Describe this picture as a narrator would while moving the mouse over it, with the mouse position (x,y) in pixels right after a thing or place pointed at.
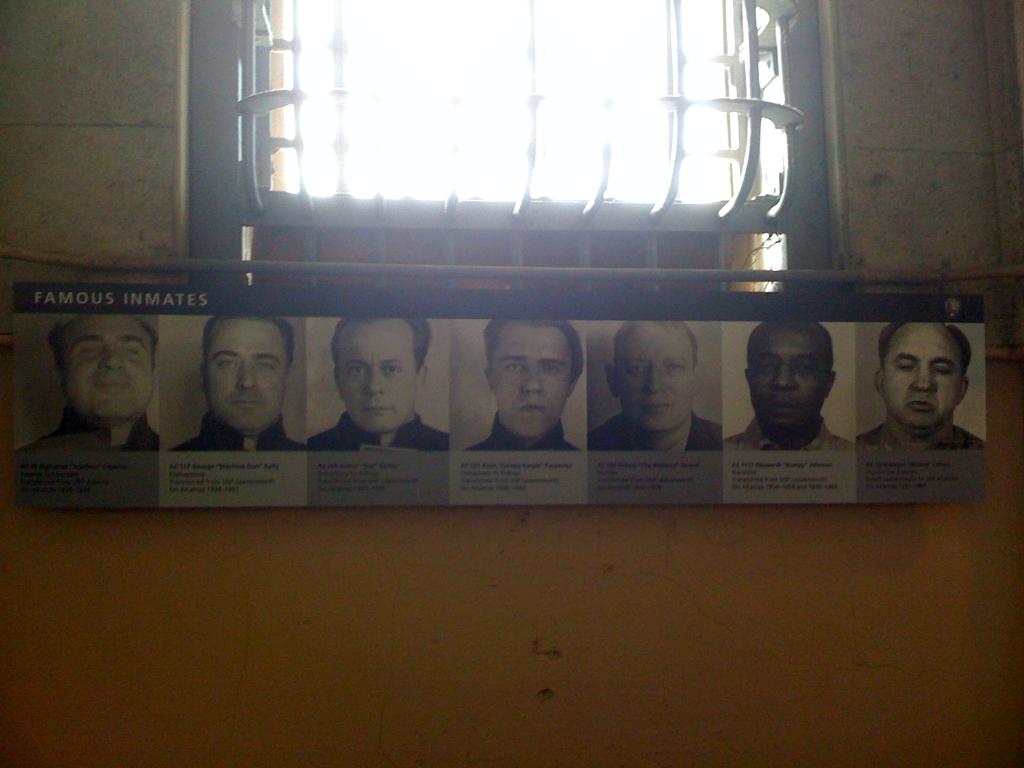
This image is clicked in a room (809,85). In the front (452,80), there is a light (307,131). There is a wall (73,128) on which a banner (439,414) is kept.
